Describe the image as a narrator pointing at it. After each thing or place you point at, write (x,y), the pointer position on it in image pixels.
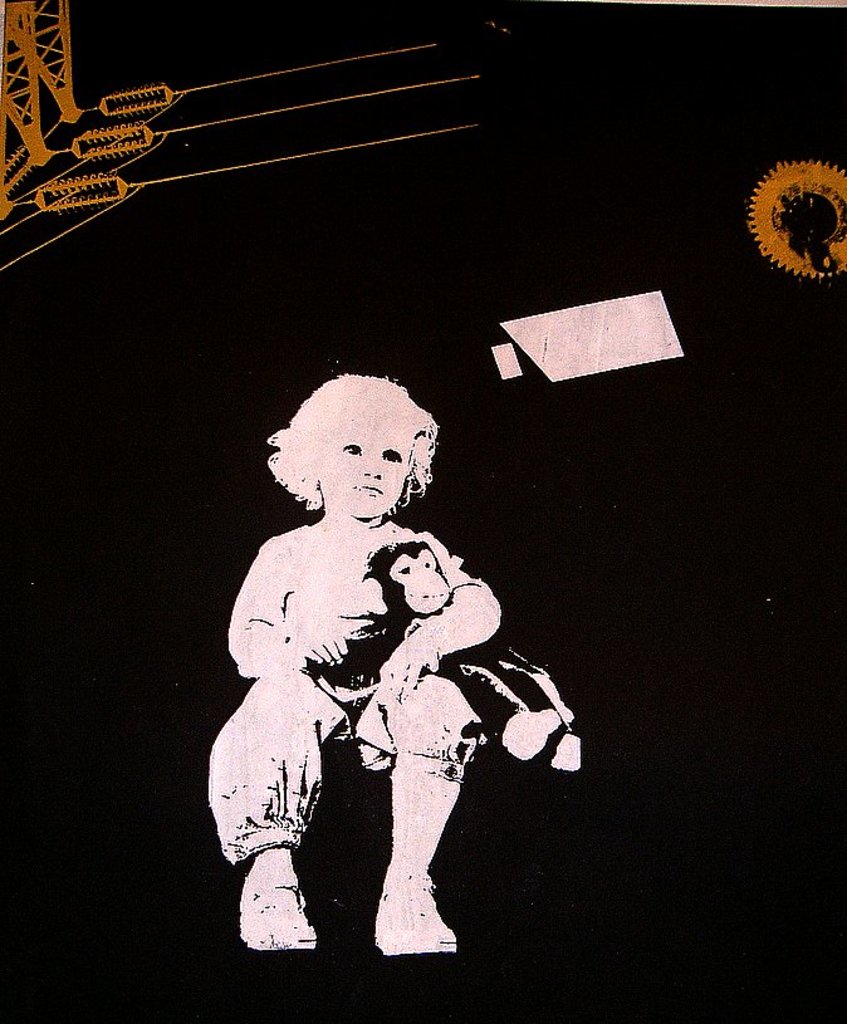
Here we can see illustration picture of a kid (323,556) and the kid (278,629) is holding a toy (570,744), also we can see dark background (313,295).
